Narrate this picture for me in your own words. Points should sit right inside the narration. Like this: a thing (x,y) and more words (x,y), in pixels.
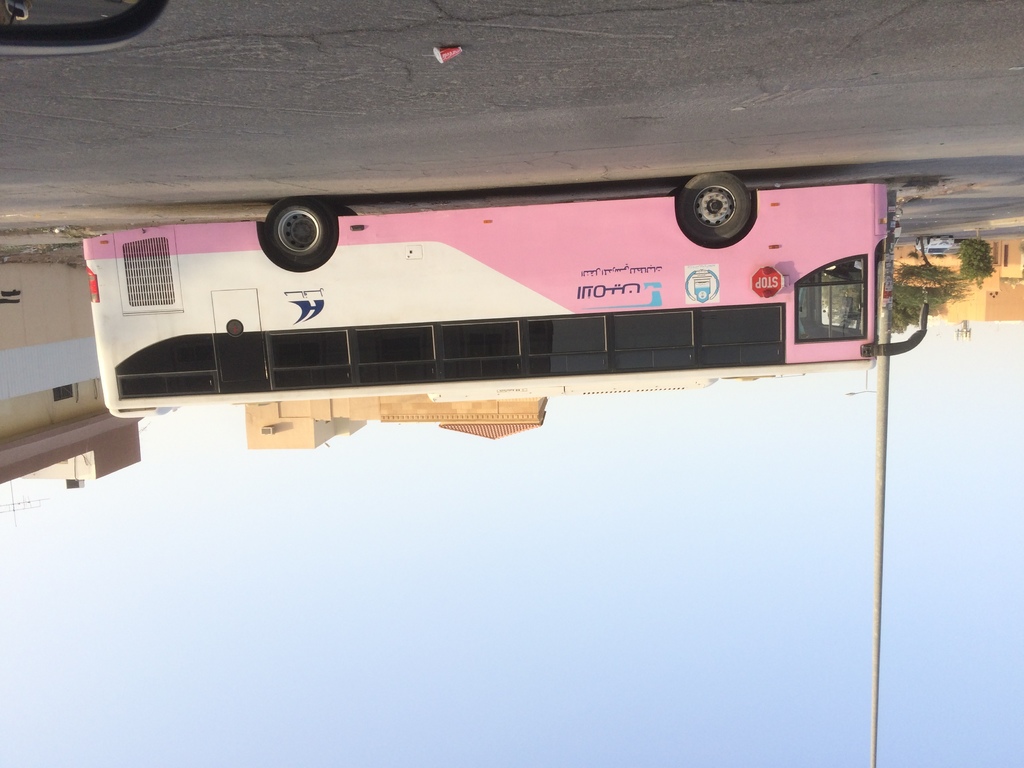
This is a reversed image, in this image at the bottom (991,720) there is the sky (10,659) and a pole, at the top (42,142) there is a road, on that road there is a bus (442,347), behind the bus (124,355) there are houses (962,315) and trees (934,277).
